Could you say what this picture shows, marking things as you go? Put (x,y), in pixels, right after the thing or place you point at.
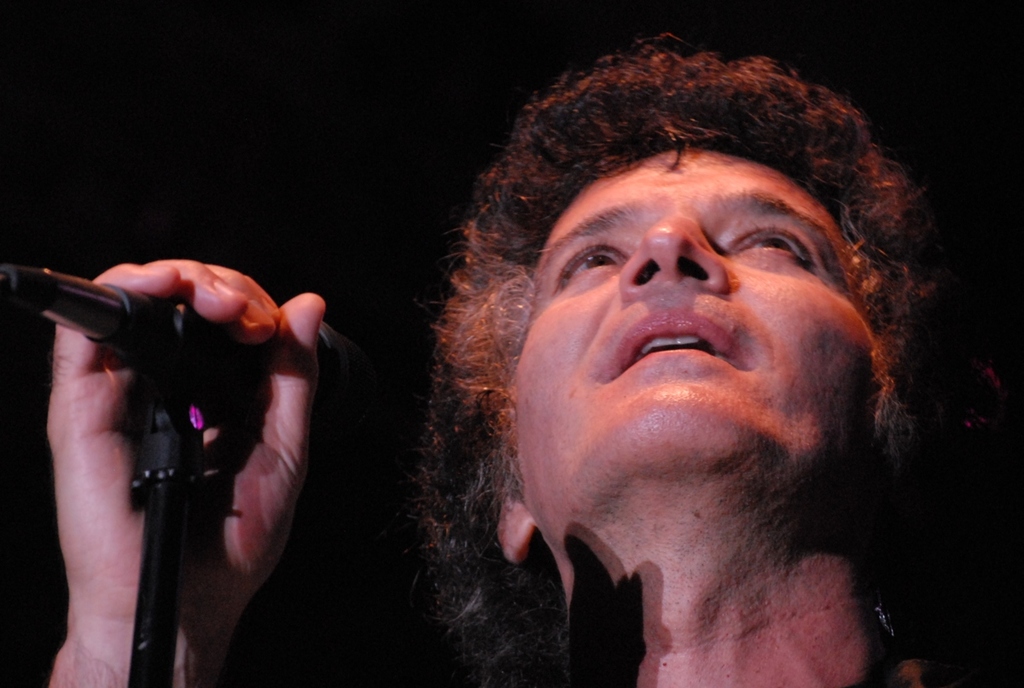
A person (468,390) is holding mic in his hand (97,382) and looking up.
